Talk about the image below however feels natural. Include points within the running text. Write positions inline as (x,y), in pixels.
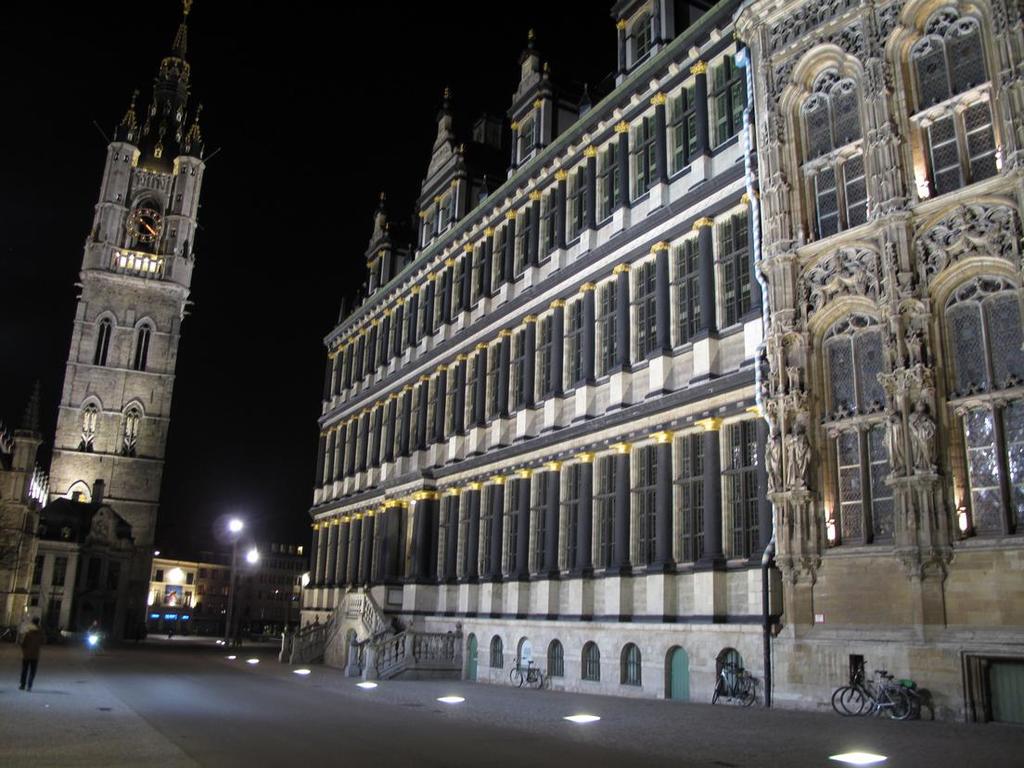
There is a road (332,709) at the bottom of this image (288,743), and there are some bicycles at the bottom right side of this image (752,680), and there is one person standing at the bottom left side of this image (22,656), and there are some buildings (370,566) in the background (317,566). There is a sky (285,259) at the top of this image (317,119).
